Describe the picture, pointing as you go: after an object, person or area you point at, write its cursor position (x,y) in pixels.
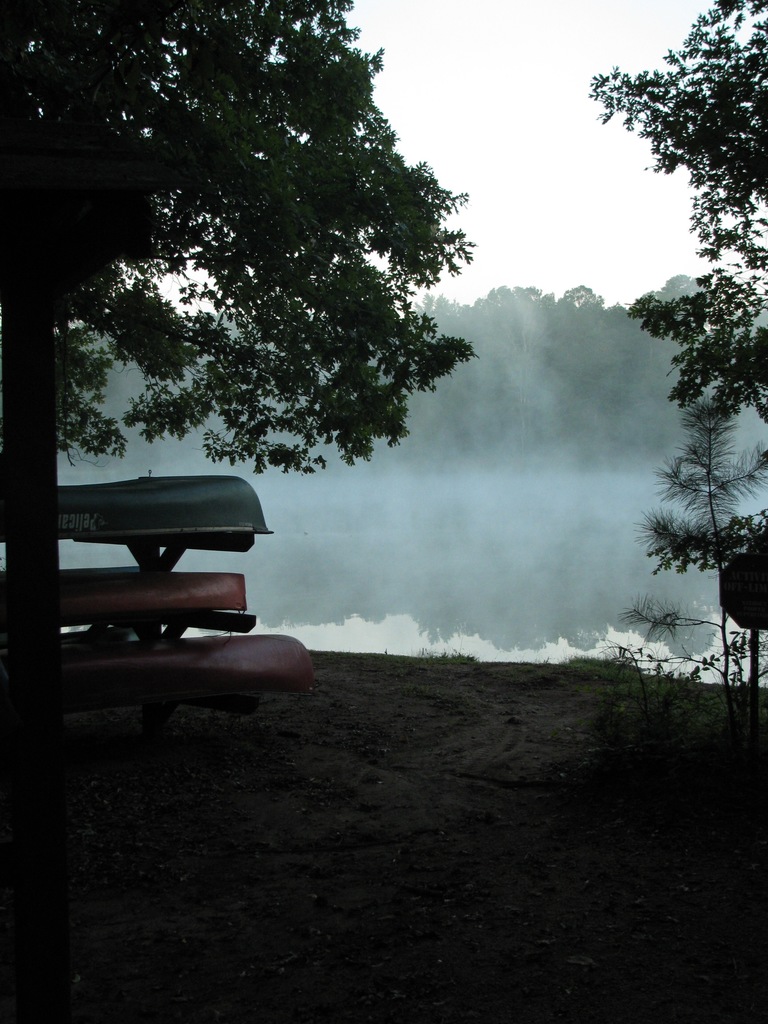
In this image we can see few trees (550,381), water (454,579), an object (214,523) on the ground (377,865) and the sky (457,18).
